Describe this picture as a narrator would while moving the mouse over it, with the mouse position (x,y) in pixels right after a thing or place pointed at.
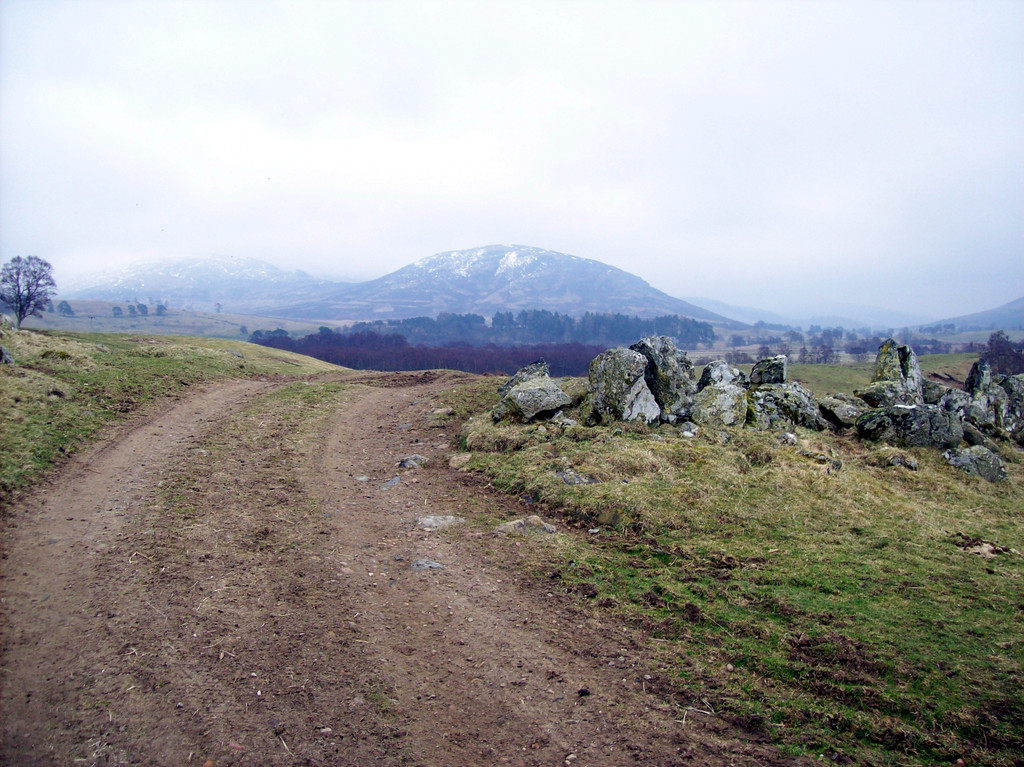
This picture is clicked in the outskirts. At the bottom of the picture (725,613), we see sand (431,582), grass (811,556) and rocks (722,415). There are many trees (353,350) and hills (284,300) in the background (415,264). At the top of the picture (475,119), we see the sky (769,123).
